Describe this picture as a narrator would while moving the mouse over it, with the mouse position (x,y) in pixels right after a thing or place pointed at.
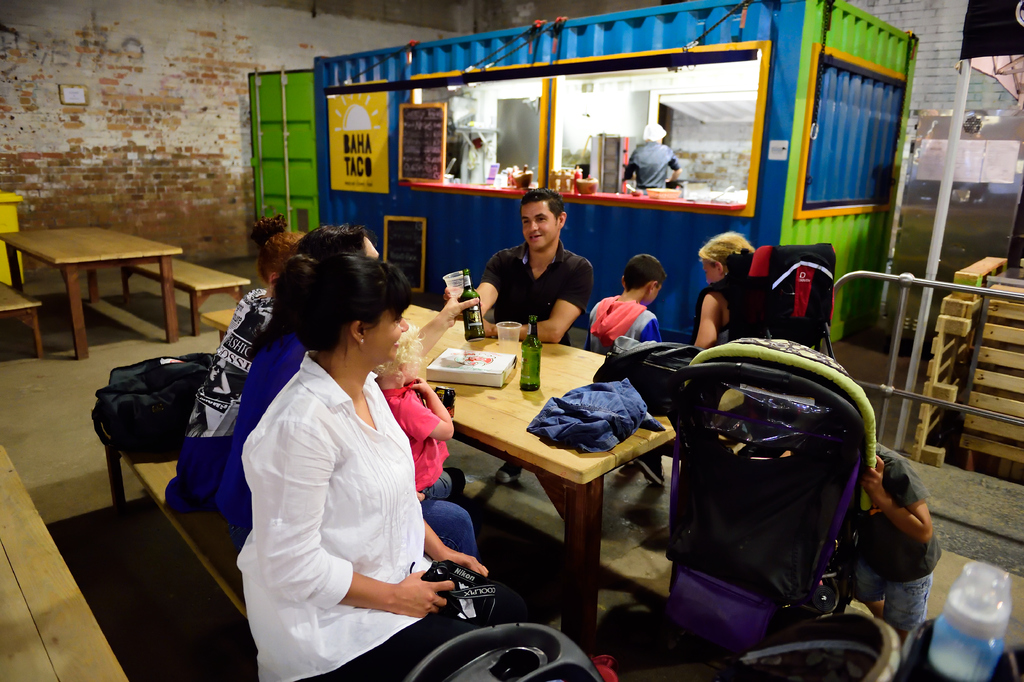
In this image I see few people (199,449) sitting and there are 2 tables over here and on this table (568,351) I see few things (611,357) on it. In the background (36,37) I see the wall (61,156), a shop (608,259) and a person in it.
